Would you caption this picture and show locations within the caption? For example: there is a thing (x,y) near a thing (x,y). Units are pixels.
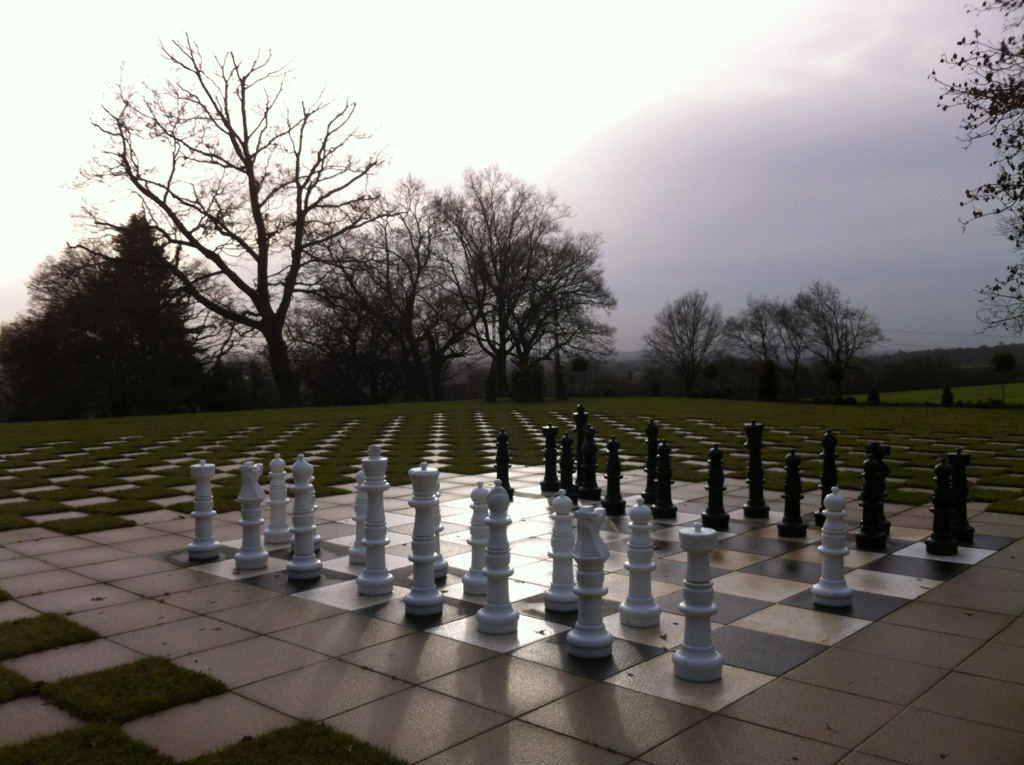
Sky (733,138) is cloudy. Here we can see chess pieces (374,541) on the surface (656,561). Background (459,291) there are trees (831,332).
